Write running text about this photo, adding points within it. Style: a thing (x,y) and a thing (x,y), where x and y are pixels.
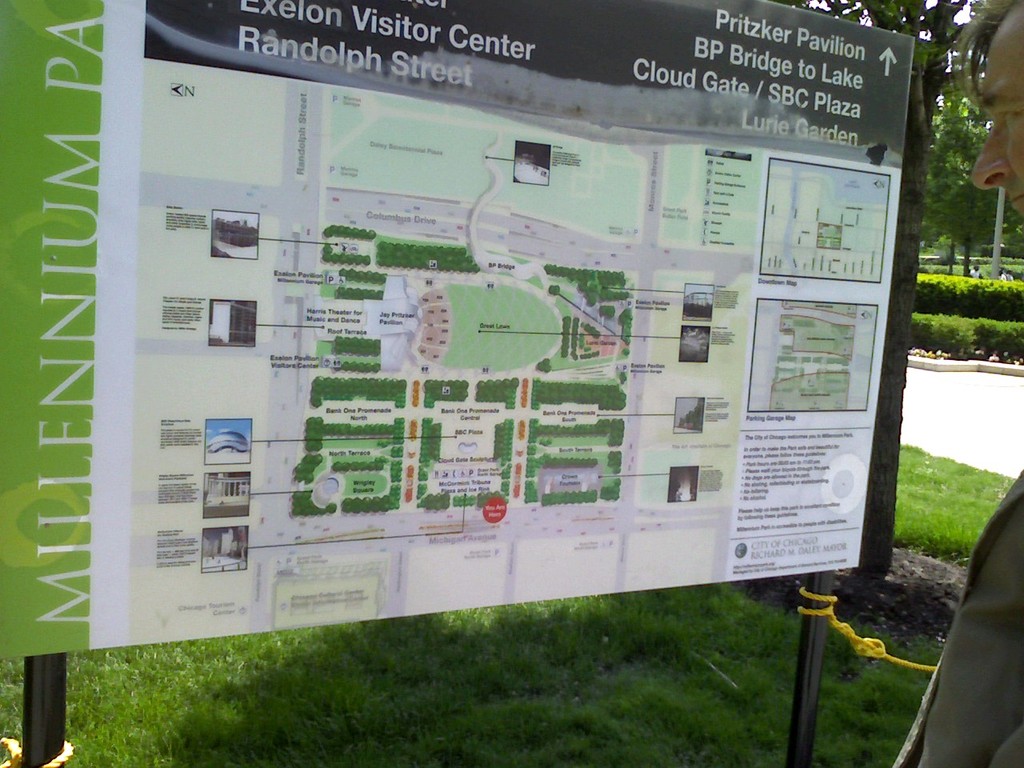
In this image I can see a board (419,277) and on it I can see map (284,388) and I can see something is written. I can also see grass (311,730), plants (956,329), trees (953,146) and here I can see a man (1011,11).
